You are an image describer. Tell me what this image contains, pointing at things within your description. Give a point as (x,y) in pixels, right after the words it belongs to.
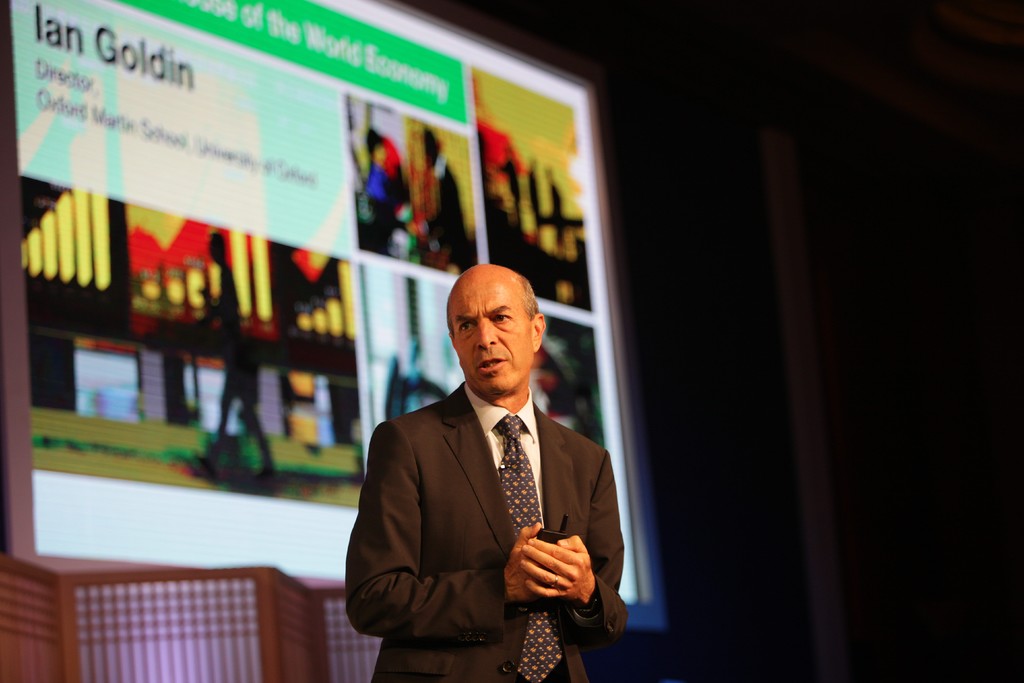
Here I can see a man (440,512) wearing a suit (440,554), holding a device (548,538) in the hands (558,554) and speaking. On the left side (117,263) there is a screen (259,265) on which I can see some text (89,106) and few images (212,317). The background (655,145) is dark.
